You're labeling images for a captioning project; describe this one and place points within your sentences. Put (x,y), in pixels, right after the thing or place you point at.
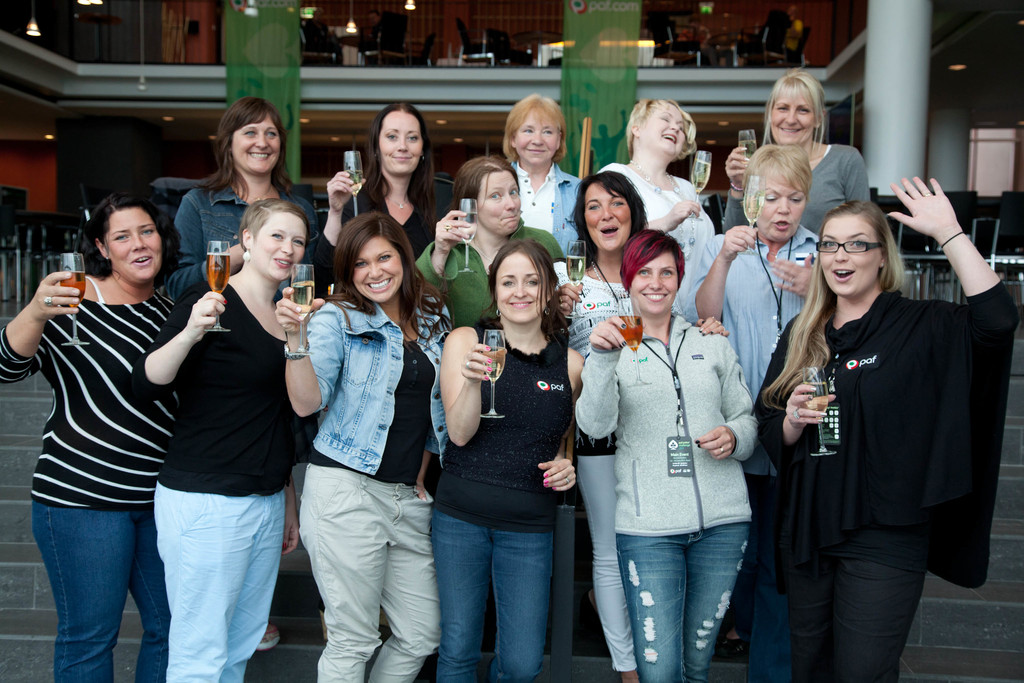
In this image, we can see some people (985,496) standing and they are holding glasses (216,323), in the background (266,53) we can see two green color posters (272,64), at the right side (903,92) there is a white color pillar (910,88).
